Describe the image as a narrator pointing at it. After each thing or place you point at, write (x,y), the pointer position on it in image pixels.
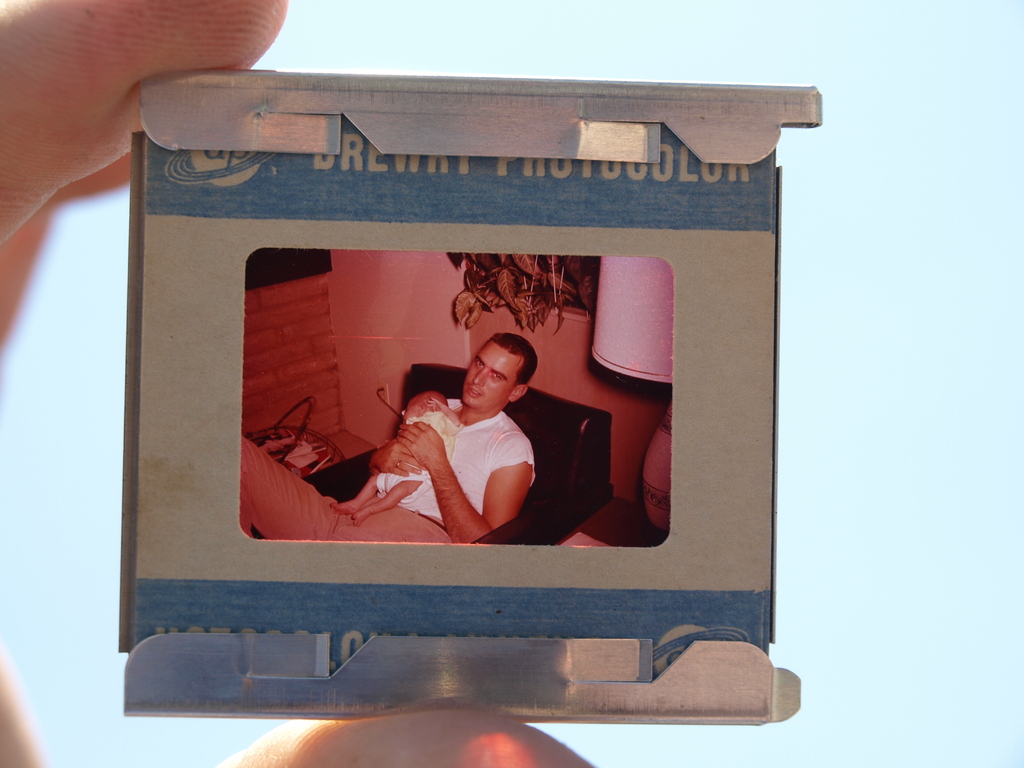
On the left side of this image (65,82) I can see a person's hand (309,757) holding an object (428,243) which seems to be a card (200,378). On this I can see a picture (392,307) of a man (459,479) who is carrying a baby (373,497) in the hands (391,463), sitting on a couch (528,425) and looking at the picture. At the top (321,156) and bottom of this card (423,620) there is some text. In the background (875,169), I can see the sky (919,431).
